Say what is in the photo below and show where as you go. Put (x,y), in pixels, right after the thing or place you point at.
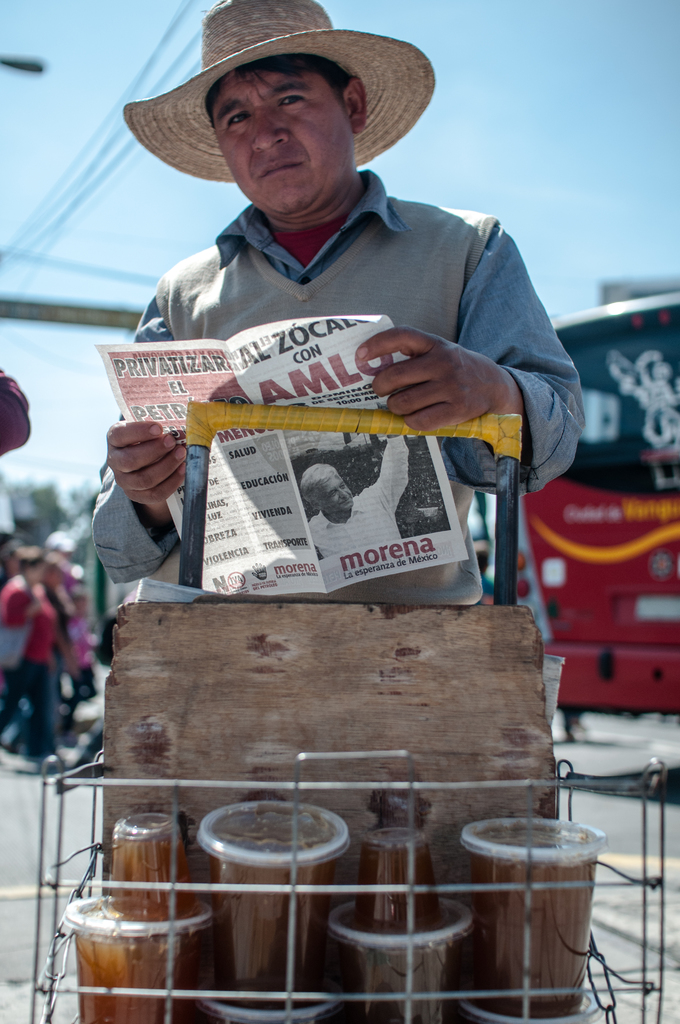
This is the man (436,337) standing and holding a paper (177,361) in his hands (128,433). He wore a hat (237,55), shirt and sweater (430,319). This looks like a wheel cart (356,736) with few objects (261,907) in it. In the background (606,582), that looks like a bus (609,614) and there are few people (77,614) walking.
